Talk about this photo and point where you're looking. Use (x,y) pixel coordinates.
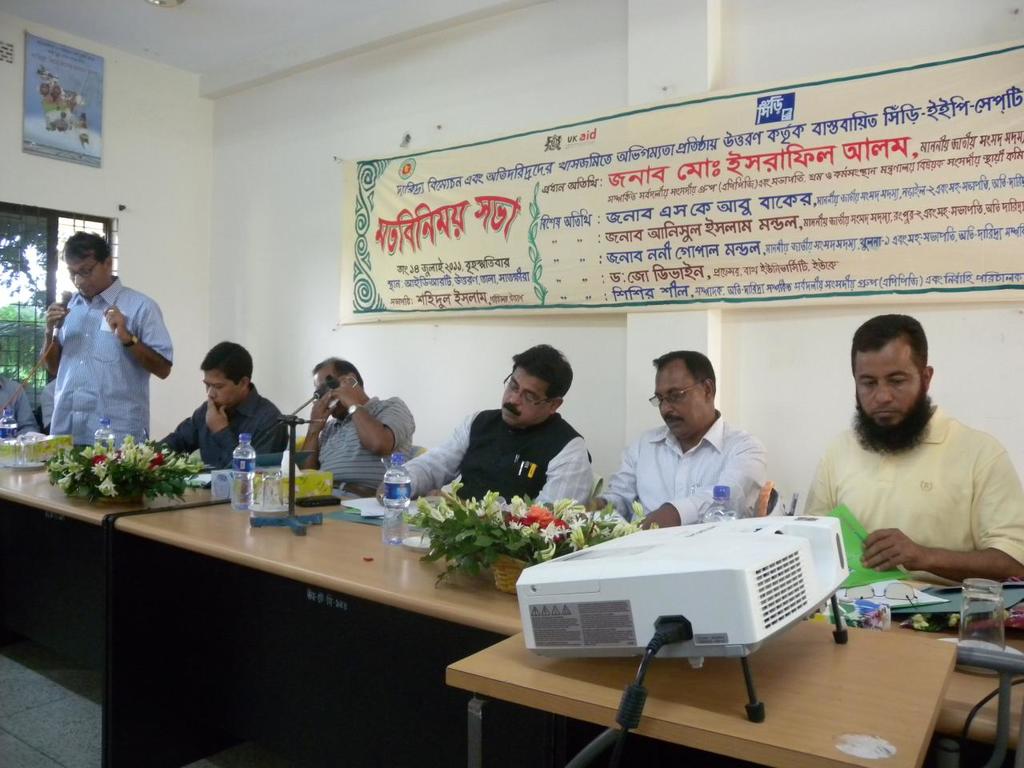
This image consists of group of people (214,416) sitting and working, to the left corner (111,293) there is a person (112,302) standing and holding a microphone (66,303), in front (687,584) there is a projector (674,589), behind there is poster (826,203) with text (553,224) on it which is attached to the wall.
